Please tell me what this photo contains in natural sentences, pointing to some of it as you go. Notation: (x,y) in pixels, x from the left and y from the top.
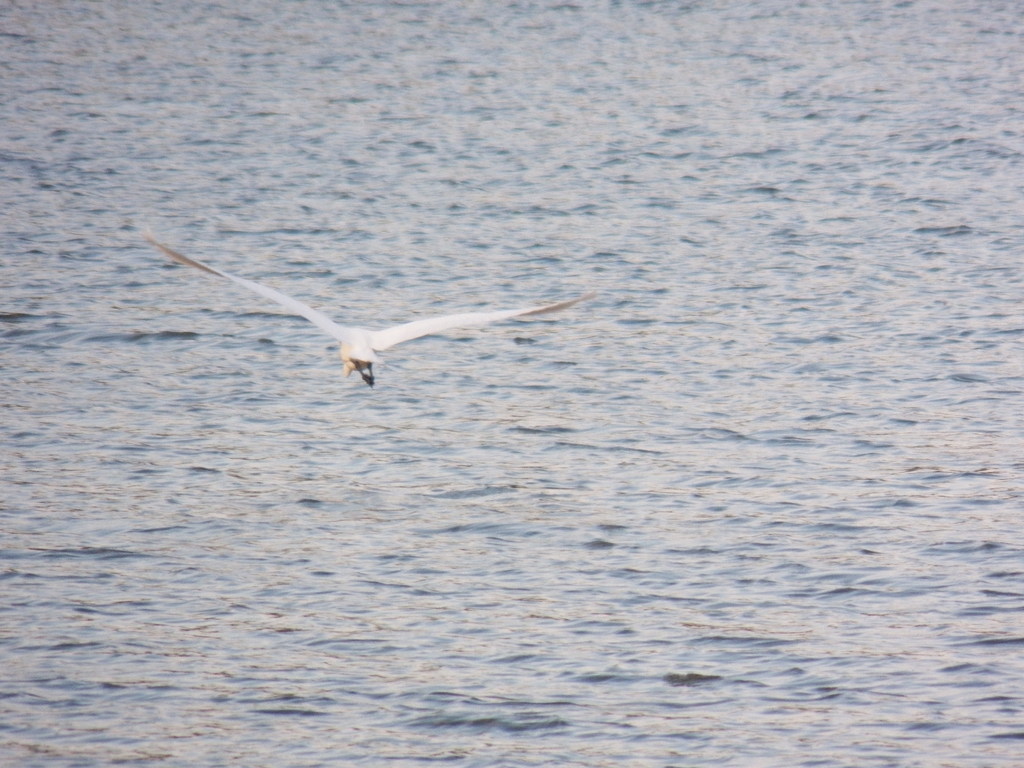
In this image I can see a bird (394,338). In the background (301,295) I can see the water (392,277).
